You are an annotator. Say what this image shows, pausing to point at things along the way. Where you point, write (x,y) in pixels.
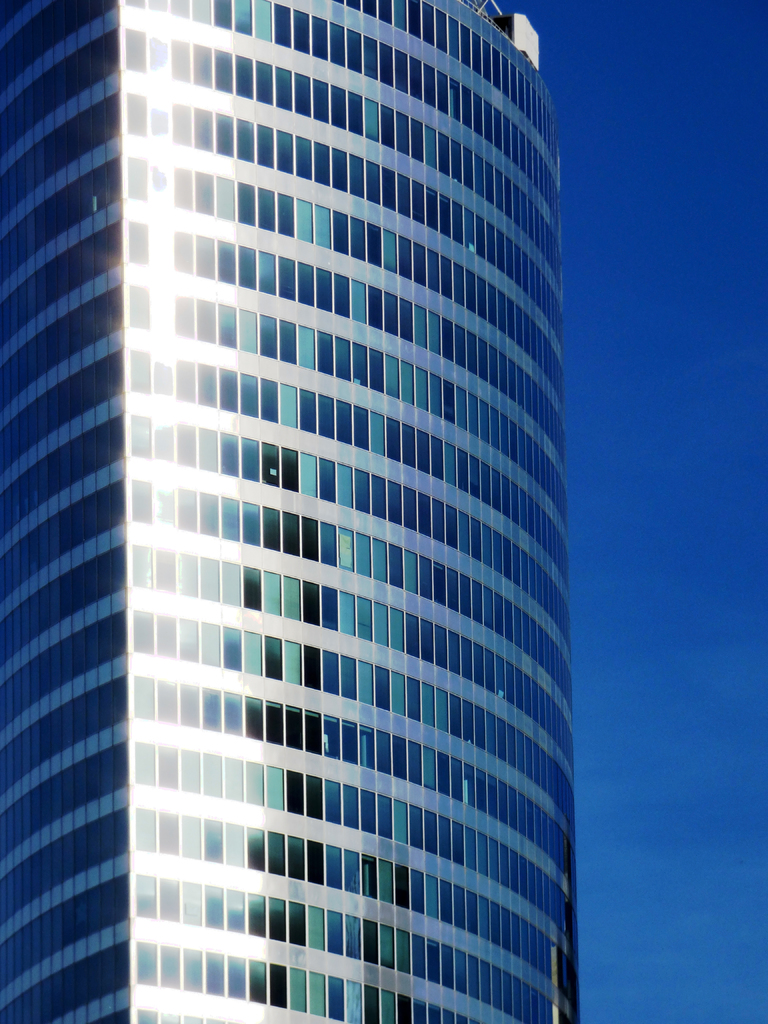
In this image there is a tall building (453,458) with so many windows (334,487) and glasses (303,412). At the top (711,182) there is the sky (711,182).
